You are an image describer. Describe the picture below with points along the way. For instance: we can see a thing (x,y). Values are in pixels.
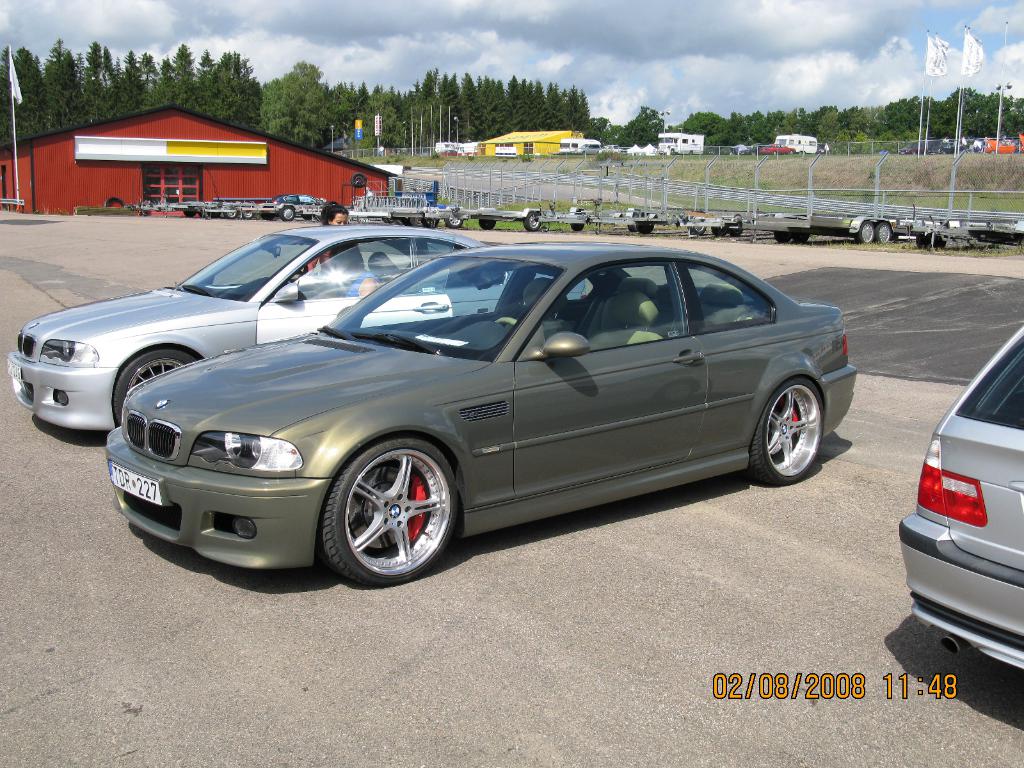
In this image in the center (539,343) there are cars (606,386) and there are persons (332,223) visible. In the background (412,208) there are vehicles (396,214), there is a fence (540,166) and there are houses (544,143), trees (74,114), flags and the sky (853,70) is cloudy.
